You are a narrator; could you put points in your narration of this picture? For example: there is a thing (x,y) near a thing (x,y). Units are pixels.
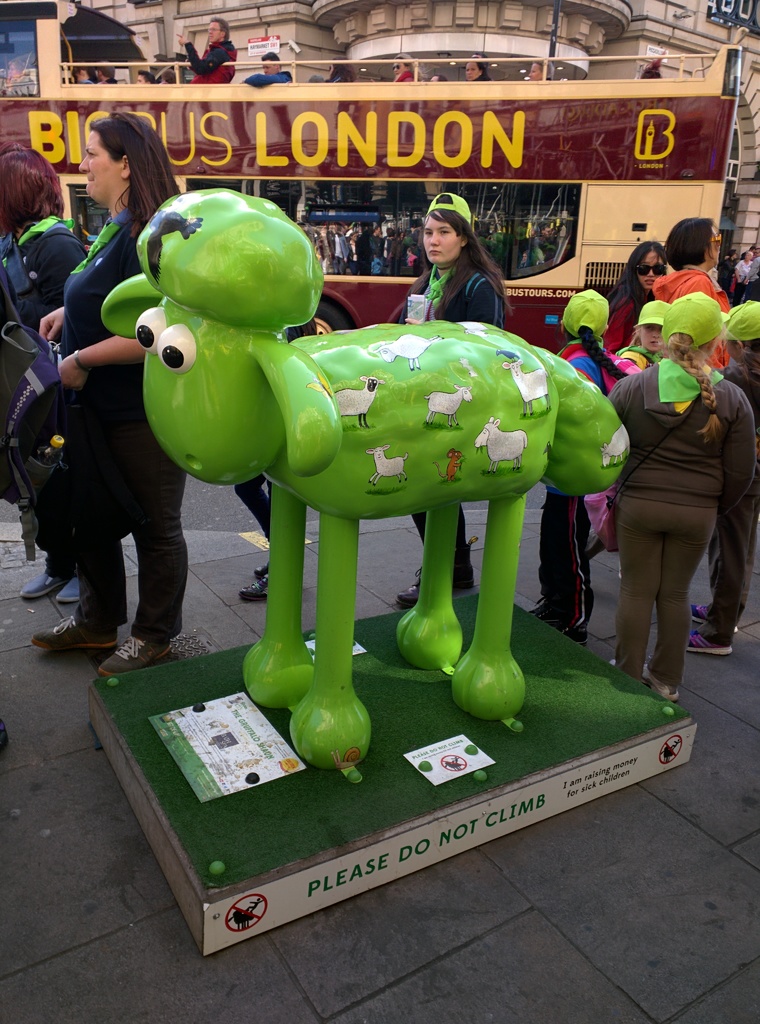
In the image we can see there is a statue of sheep (361,492) standing on the platform (309,793). There are other people (104,195) standing on the ground (627,799) and there is a vehicle (484,147) parked on the road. There are people (427,63) sitting in the vehicle (307,146) and behind there is a building (167,6).
